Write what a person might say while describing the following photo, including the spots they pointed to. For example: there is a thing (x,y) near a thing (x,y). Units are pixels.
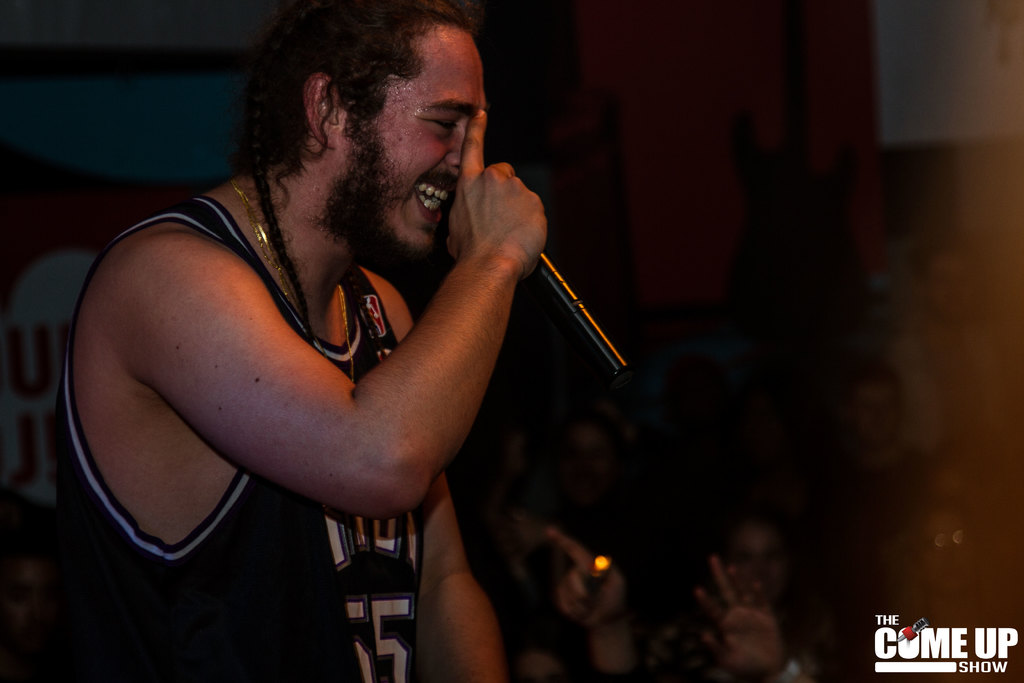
In this image a person (487,607) holding a microphone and behind him there are audience (857,567) sitting, to the right bottom corner (911,664) there is a text (928,669) written.
